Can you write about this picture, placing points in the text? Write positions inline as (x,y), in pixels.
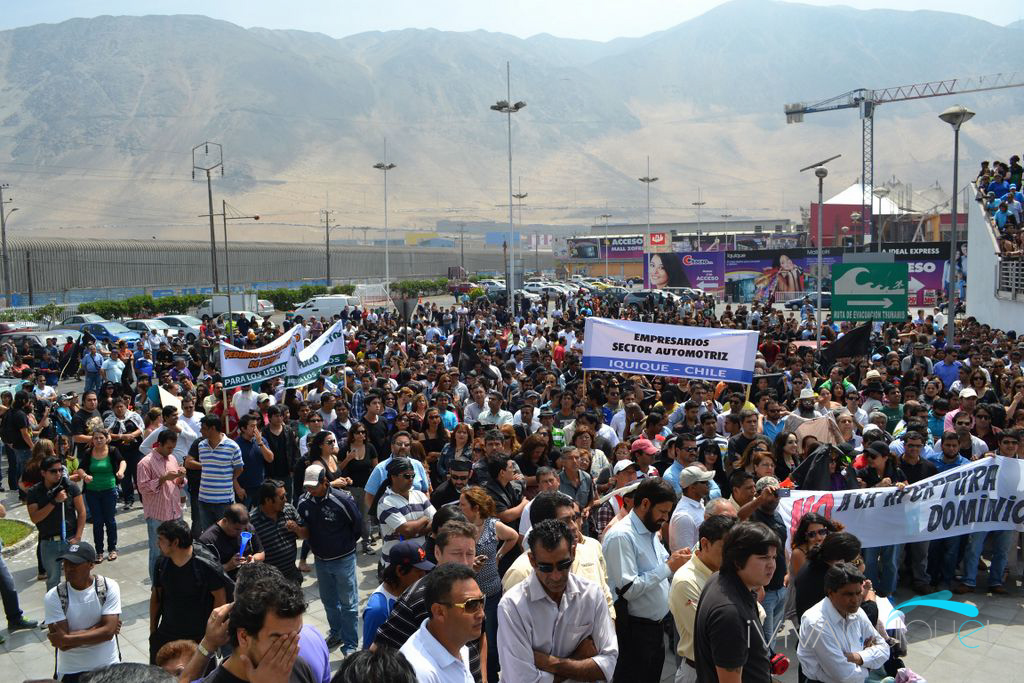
At the bottom of the image (104,519) many people (194,655) are standing and holding banners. Behind them there are some poles (953,302) and vehicles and banners (769,237) and hills (786,20). At the top of the image (489,12) there is sky (32,1).
